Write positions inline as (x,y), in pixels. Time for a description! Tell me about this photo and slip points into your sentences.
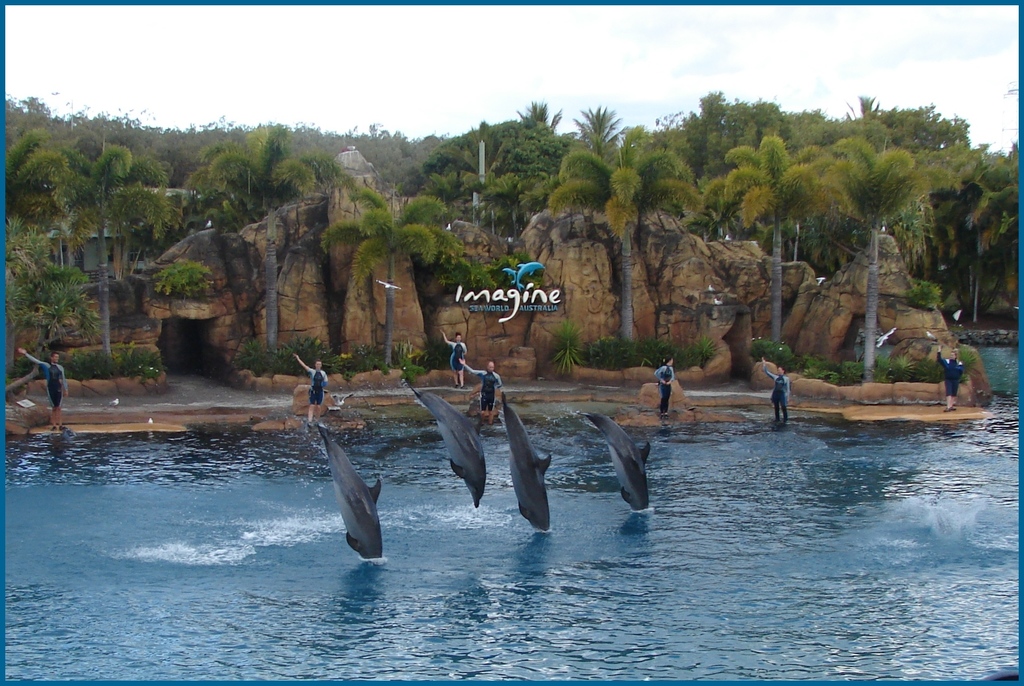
In this picture we can see water (501,566), dolphins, people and in the background (806,185) we can see a name board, trees (805,169), plants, rocks (826,305), house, sky (852,75).
